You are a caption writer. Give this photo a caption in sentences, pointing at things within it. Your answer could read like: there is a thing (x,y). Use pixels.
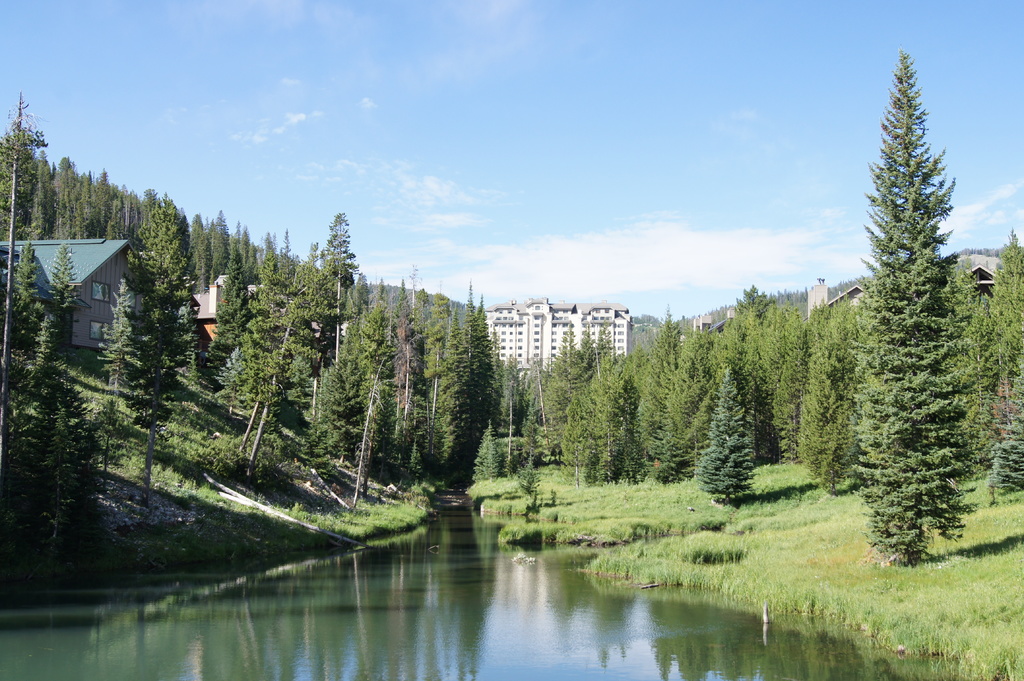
In this image we can see houses (489,336), there are trees (494,456), grass (521,531), also we can see the lake (454,533), and the sky (610,153).
